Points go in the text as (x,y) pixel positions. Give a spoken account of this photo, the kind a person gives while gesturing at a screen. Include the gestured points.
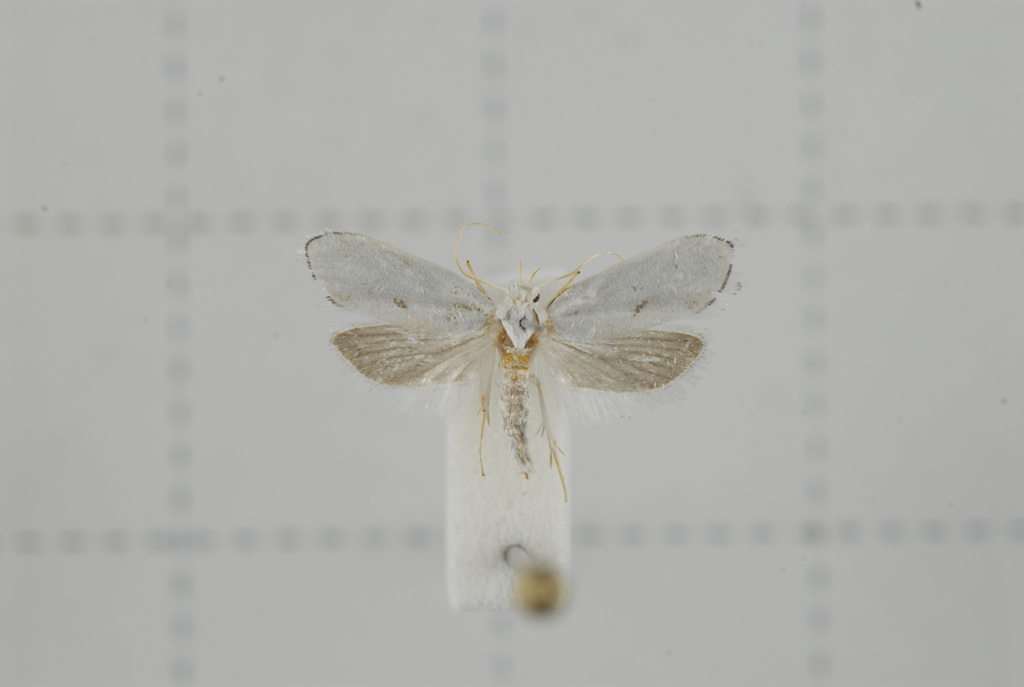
In this picture, in the middle (494,361), we can see an insect (533,338) and the background (716,149) is in white color.
